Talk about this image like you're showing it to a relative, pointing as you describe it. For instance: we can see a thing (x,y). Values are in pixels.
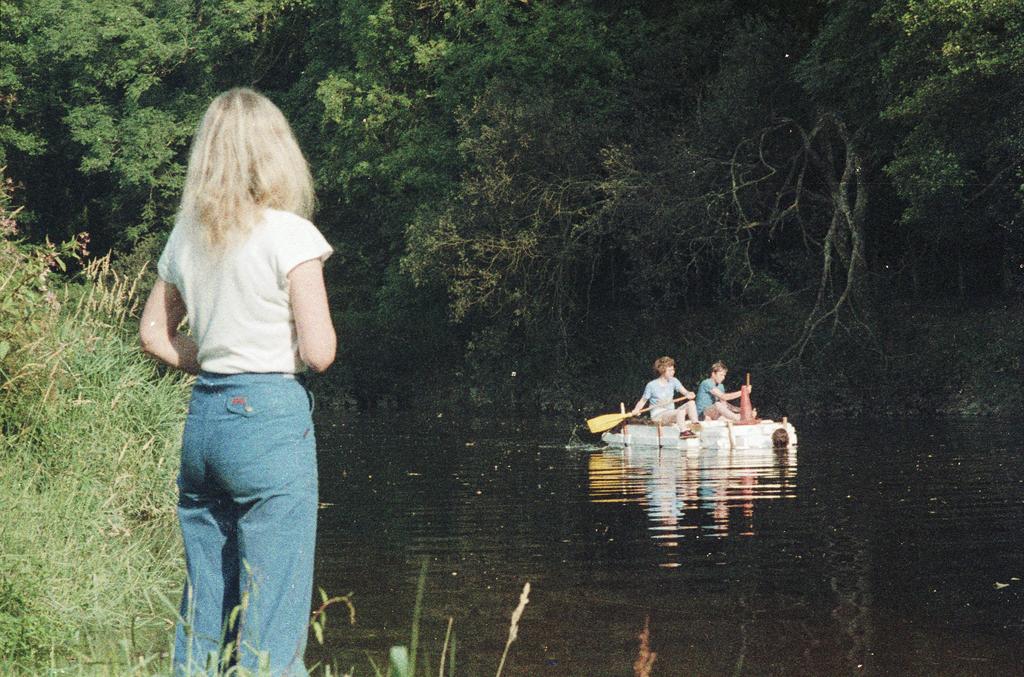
In the given image i can see a people (202,156), boat (672,437), trees (85,83) and water (606,622).
